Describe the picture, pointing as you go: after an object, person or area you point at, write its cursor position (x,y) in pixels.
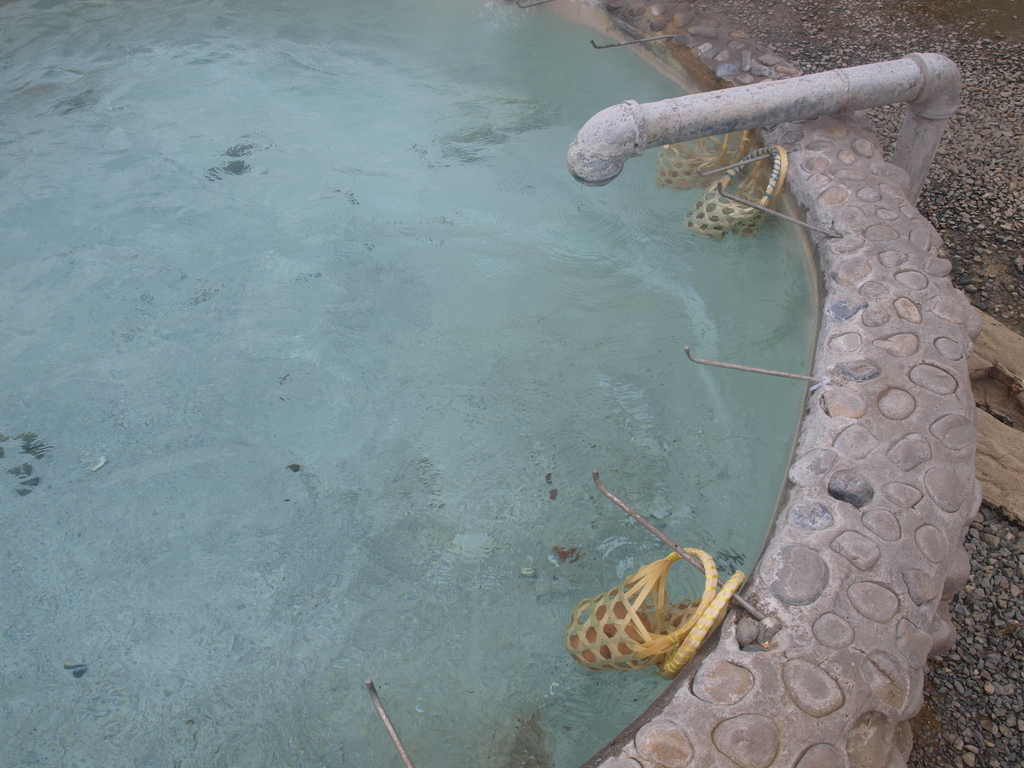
This picture is clicked outside. In the center (549,432) there is a swimming pool (29,66) and we can see a metal pipe (942,113) and some objects (713,591) in the pool (612,236). On the right corner (966,74) we can see the gravels (975,569) and some other objects (1014,424).
